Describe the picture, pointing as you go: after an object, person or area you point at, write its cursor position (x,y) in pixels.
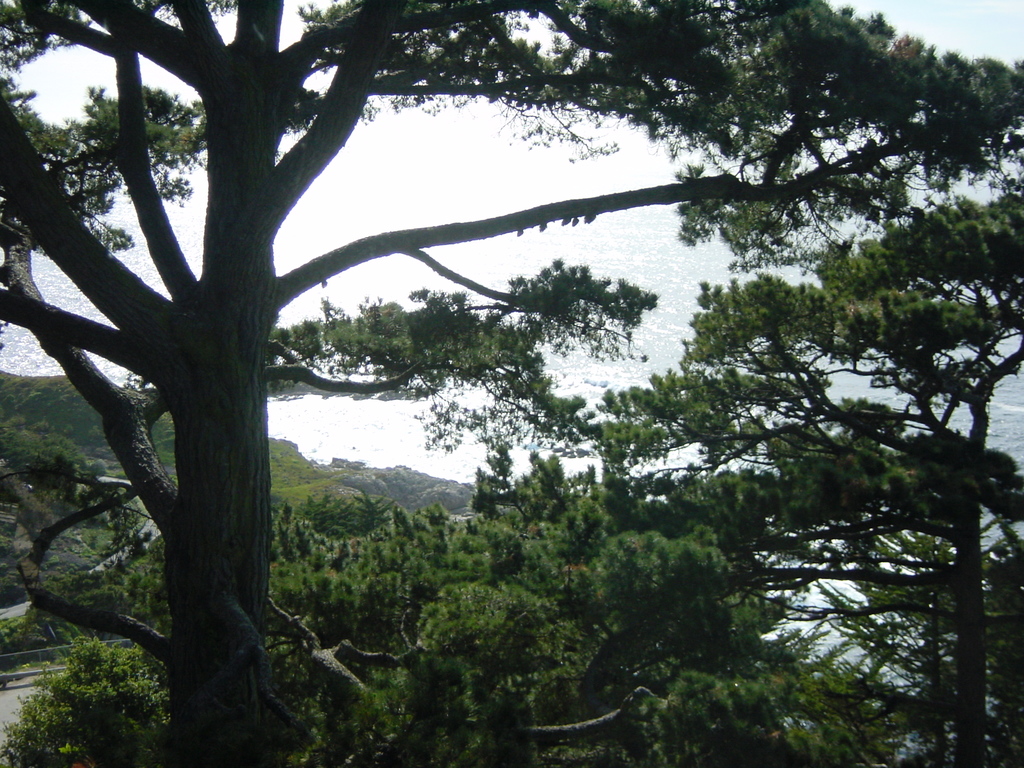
In this image, I can see the trees (828,161) with branches (266,674) and leaves (148,671). This looks like the water (654,321).
